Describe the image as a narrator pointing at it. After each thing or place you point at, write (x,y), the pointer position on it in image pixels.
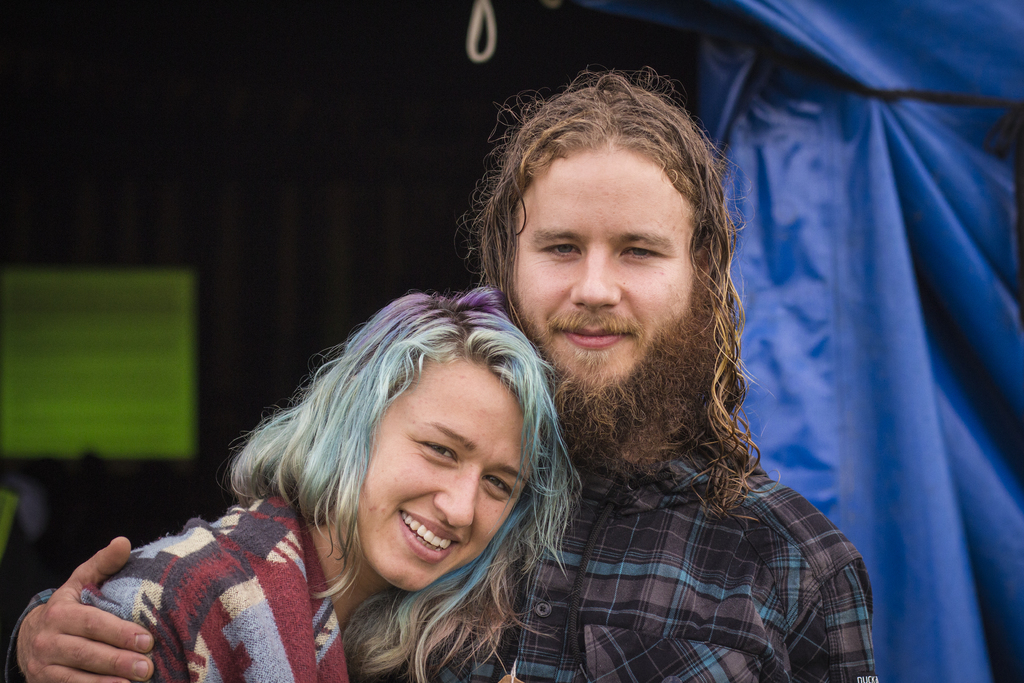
In the front of the image (612,204) there is a man (602,217) and a lady (380,513). Behind them there is a blue color cover (906,453). And also there is a blur background (28,332).
